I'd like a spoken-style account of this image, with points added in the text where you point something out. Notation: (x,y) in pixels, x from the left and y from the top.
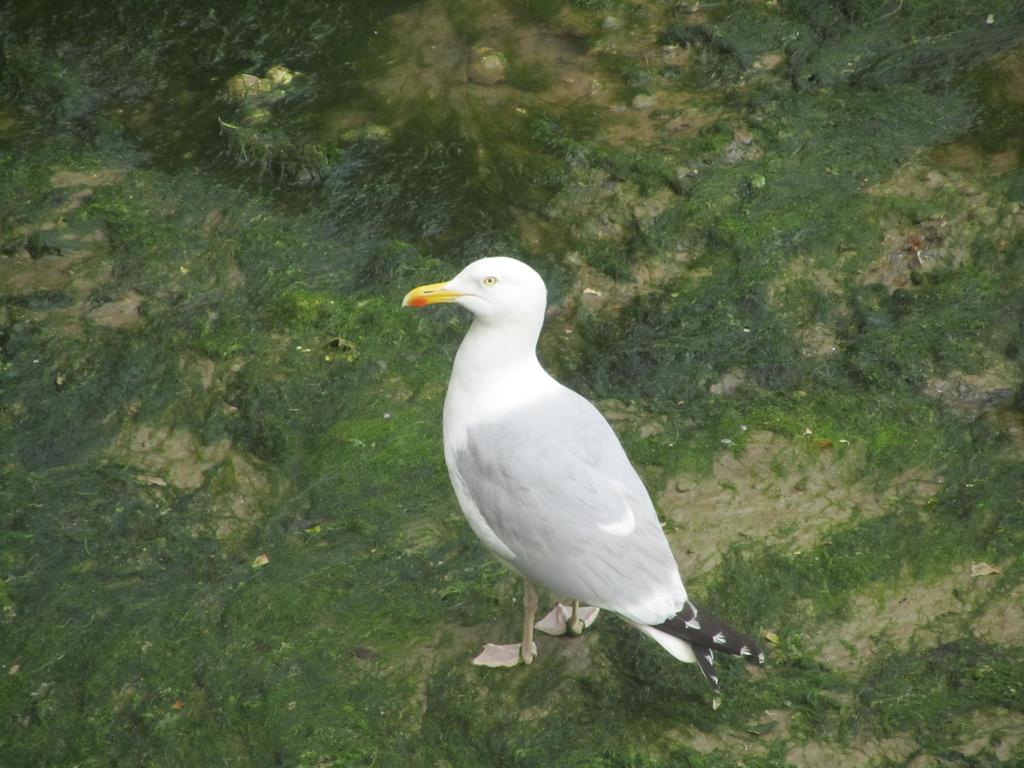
This image consists of a bird (466,480) it is in white color. At the bottom (237,720), there is ground (242,546) and we can see the green grass (414,613) on the ground (231,368).
